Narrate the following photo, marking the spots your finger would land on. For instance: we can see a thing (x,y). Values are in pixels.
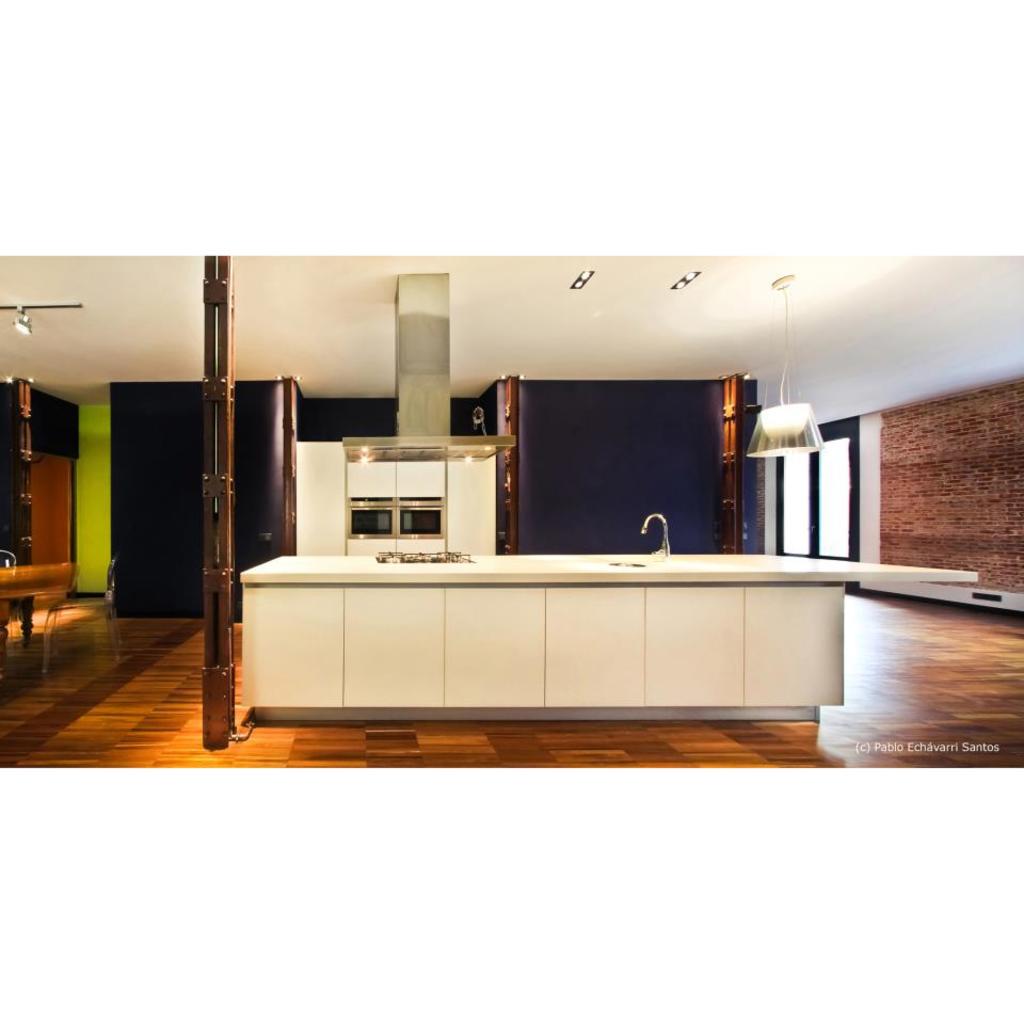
In this picture we can see the inside view of the kitchen (372,613). In the front (536,632) we can see white kitchen platform (609,559) and sink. Behind there is a two ovens (429,506) and cabinet doors (417,467). In the background (583,447) we can see black wall (663,440) and hanging light (793,450). On the right corner (965,475) we can see a brown brick wall (961,540) and a glass door (787,464). In the front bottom side we can see wooden flooring (727,728).
